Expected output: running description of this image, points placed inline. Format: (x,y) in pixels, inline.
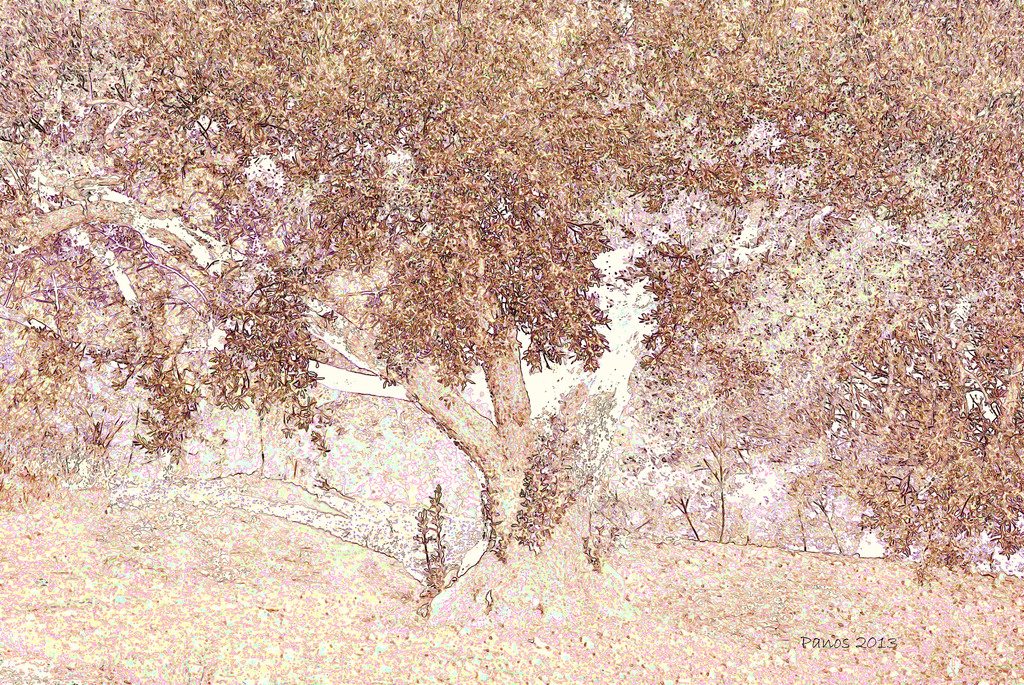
This image looks like an edited photo in which I can see trees (643,474), grass (267,677), plants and so on.
